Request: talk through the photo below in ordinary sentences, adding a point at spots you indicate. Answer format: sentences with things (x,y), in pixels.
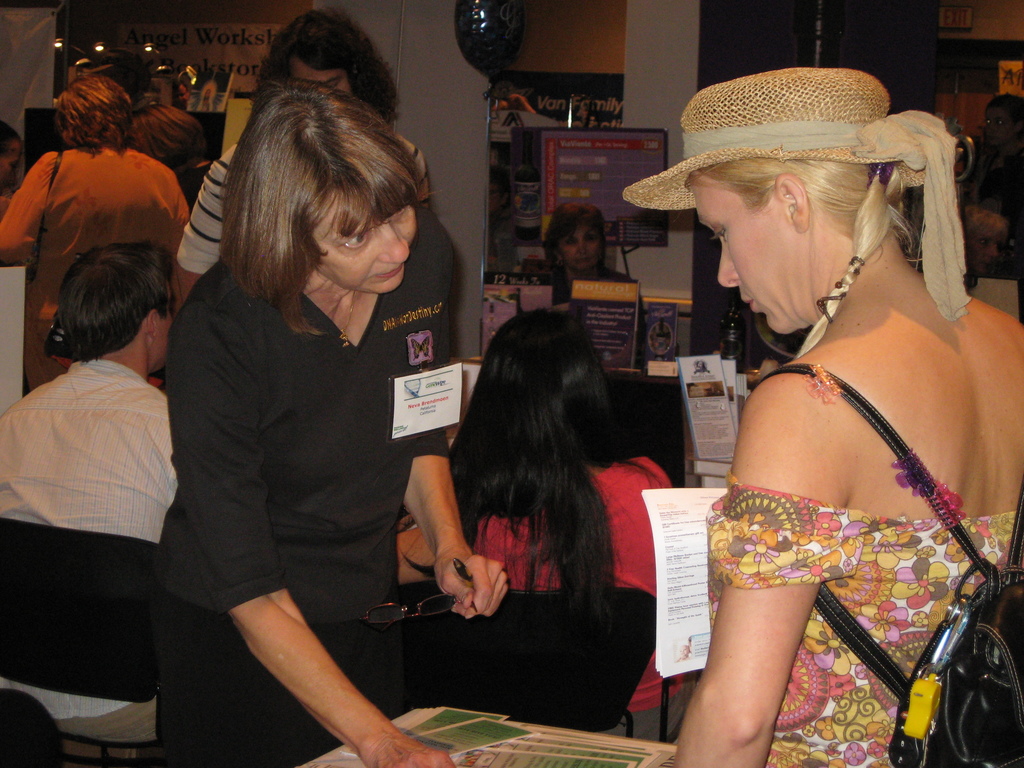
In this image at front (219,743) there are two persons (453,489) and in front of them there is a table (622,740). On top of the table (561,728) there are papers (579,738). Behind them there are two persons (170,471) sitting on the chairs (630,608). At the back side (656,70) there is a wall (532,48) and in front of the wall (605,62) there are few objects (583,309). At the left side of the image (151,163) people (185,121) are standing in front of the table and behind the table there is a person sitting on the chair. In front of her there is a board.
